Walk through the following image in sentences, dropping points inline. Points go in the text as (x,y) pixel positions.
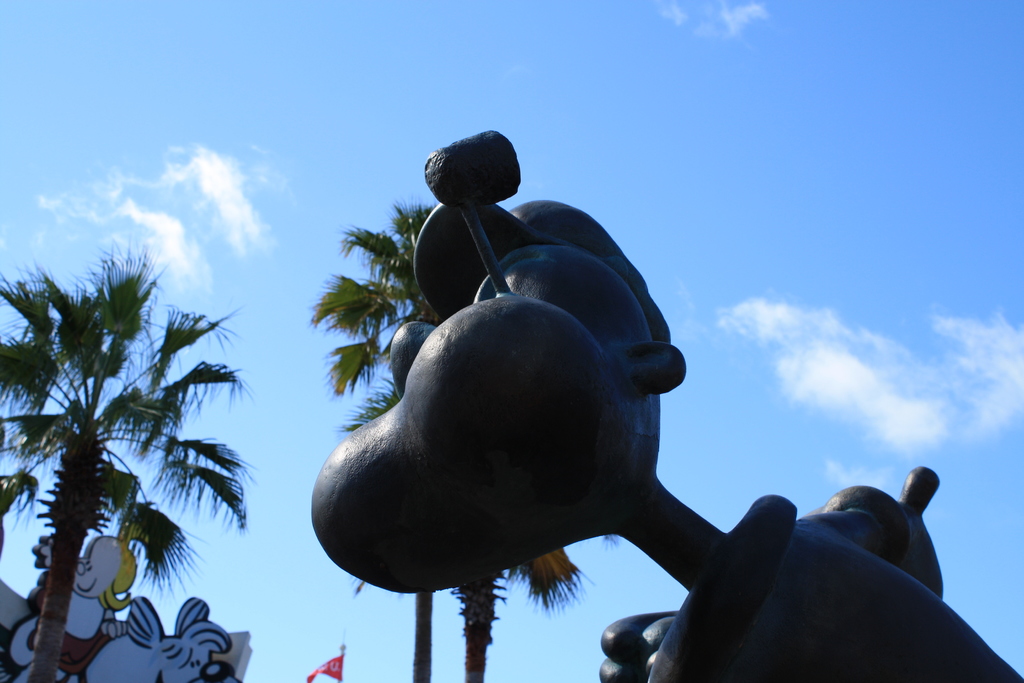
In this picture we can see blue sky (266,216), coconut trees (61,583) and a bronze statue (493,472).
